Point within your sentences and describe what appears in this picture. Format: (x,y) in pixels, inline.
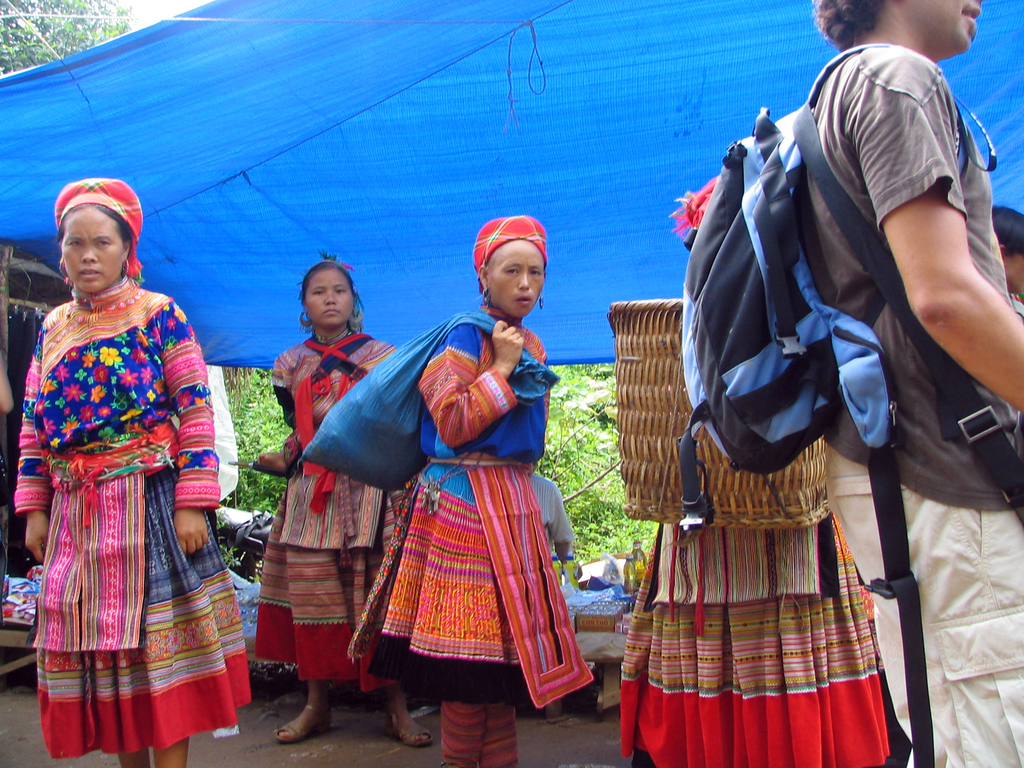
In this image I can see group of people (80,325) standing, in front (953,414) the person (979,599) is wearing brown shirt (936,405), cream pant (979,579) and black and blue bag (746,282). Background (185,138) I can see blue color cloth (186,123), trees (93,30) in green color and sky (147,16) in white color.
